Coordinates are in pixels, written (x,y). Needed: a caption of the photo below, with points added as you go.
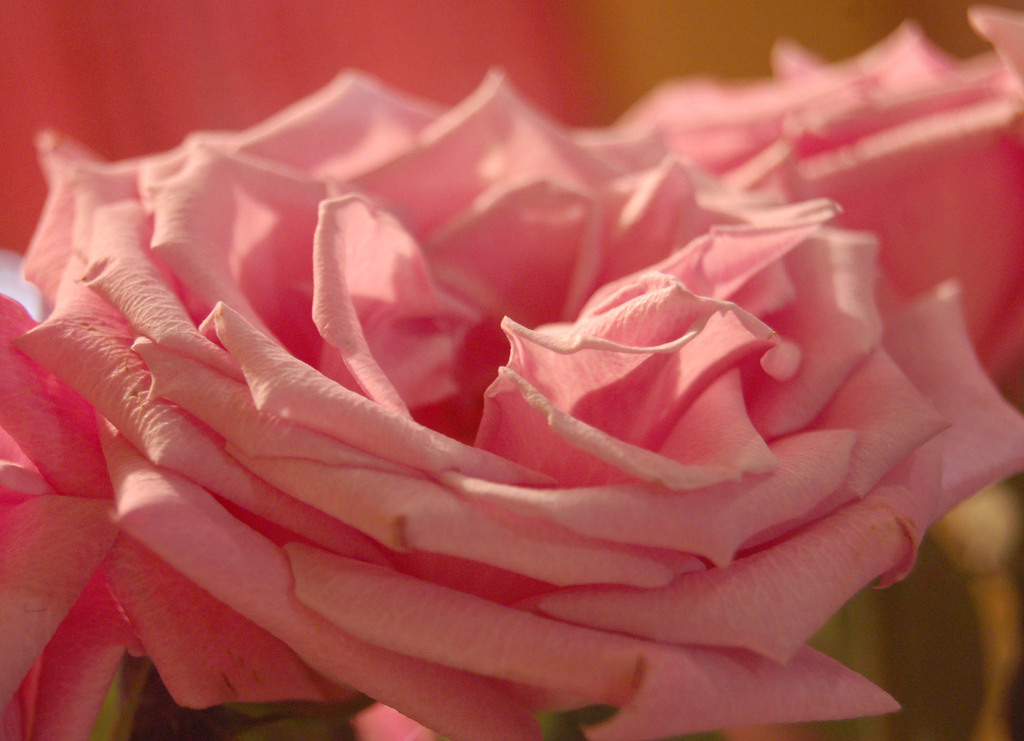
In the picture we can see a flower (454,449) which is in pink color.
